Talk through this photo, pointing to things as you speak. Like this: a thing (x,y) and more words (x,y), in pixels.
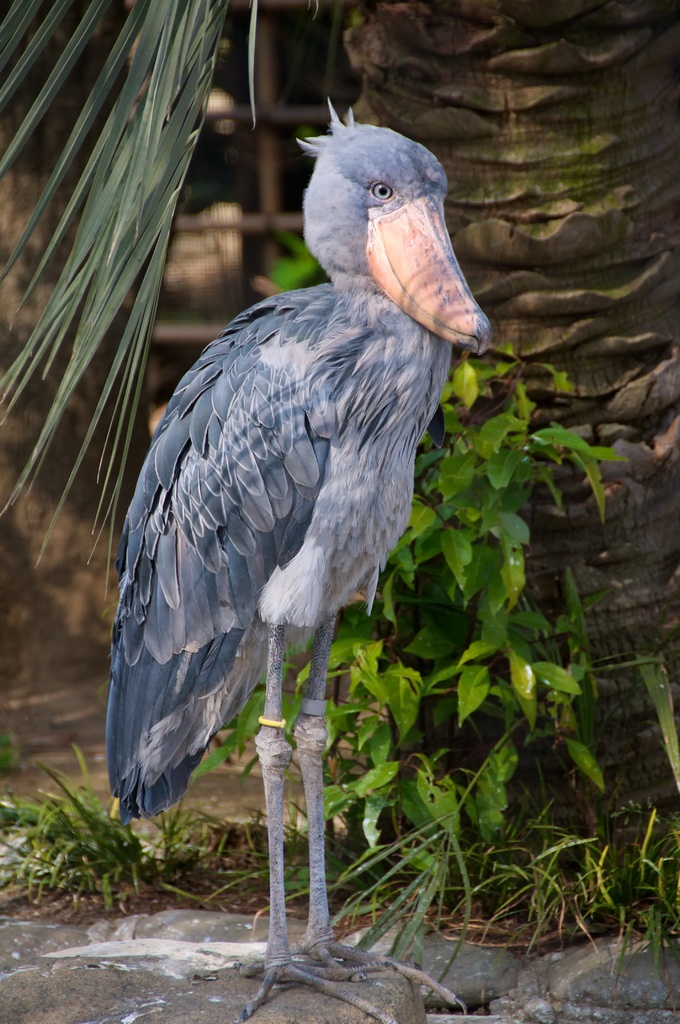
In front of the image there is a bird (230,620), behind the bird (349,580) there are leaves (364,668) and there is a tree (590,135).
